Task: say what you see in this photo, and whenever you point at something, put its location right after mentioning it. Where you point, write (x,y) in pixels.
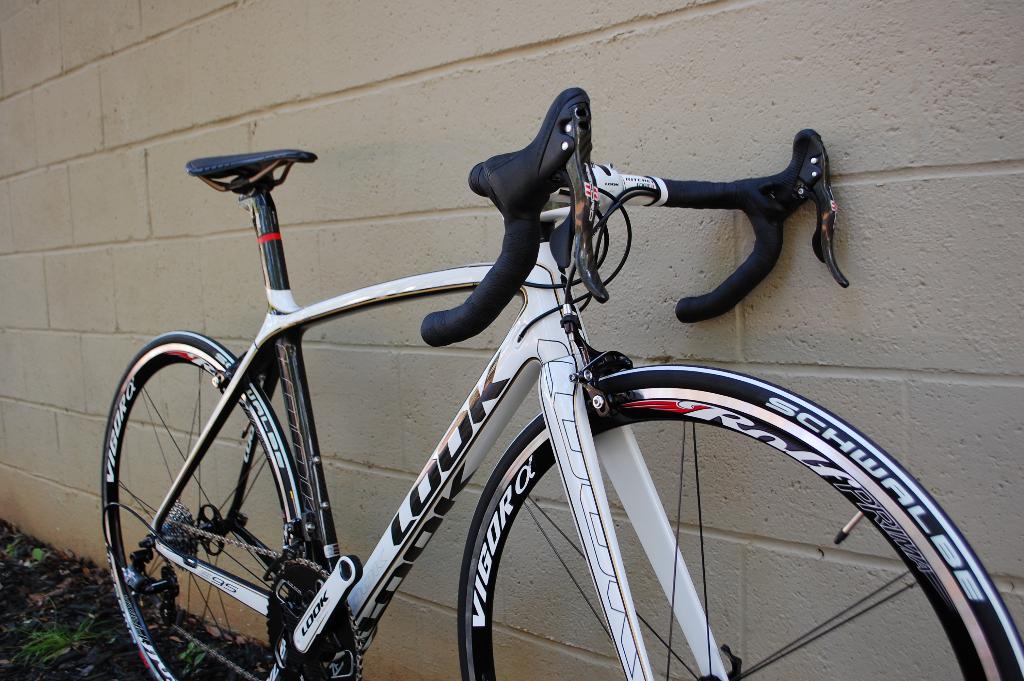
In this image we can see a bicycle (296,386) placed beside a wall (323,437).
